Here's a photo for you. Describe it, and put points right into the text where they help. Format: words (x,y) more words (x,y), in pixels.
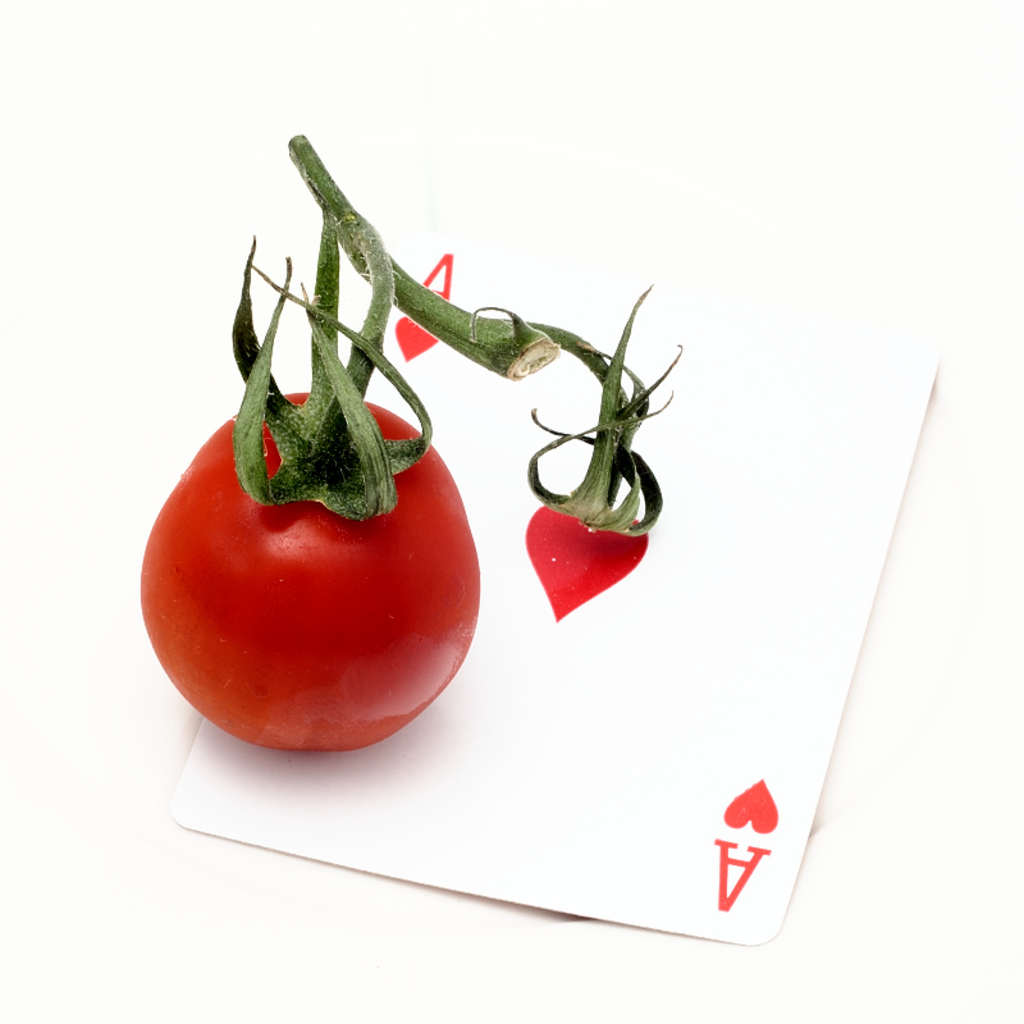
In the image we can see a playing card (586,752), on it there is a tomato (314,565), red in color.
